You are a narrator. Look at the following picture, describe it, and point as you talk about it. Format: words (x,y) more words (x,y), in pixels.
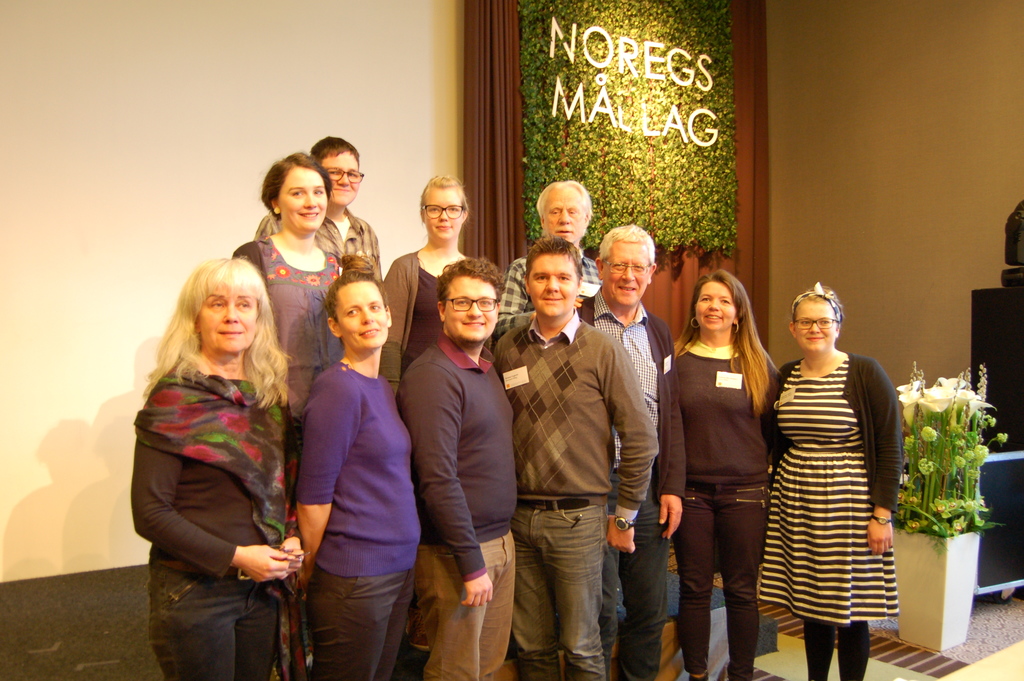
In this image we can see six women (366,326) and five men (357,218) are standing and smiling. There is a wall (283,117) in the background (928,142) and brown color curtain (755,176) is present. We can see potted plant (942,507) and black color thing (1021,496) on the right side of the image (997,479). On curtain (496,182), leaves (654,120) and some text (642,102) is there.
